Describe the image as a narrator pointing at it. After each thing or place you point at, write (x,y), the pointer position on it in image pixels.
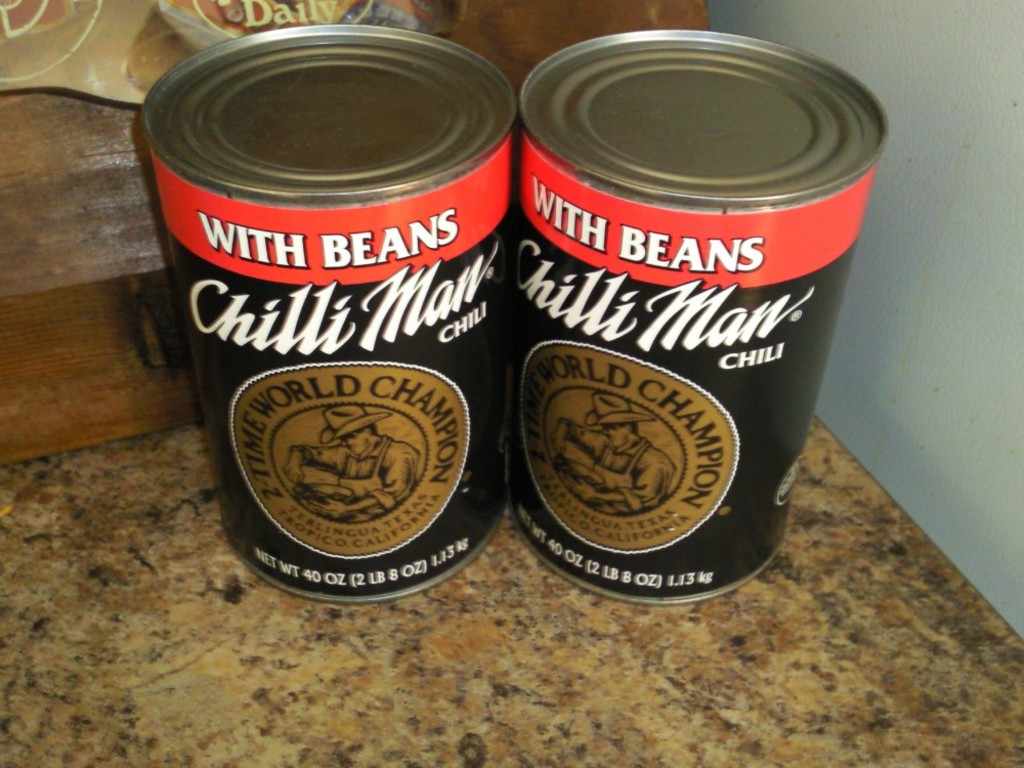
In this image we can see two tins (544,562) and some text (533,293) written on the tin (497,349) and in the background (506,60) there are some objects (72,196).
